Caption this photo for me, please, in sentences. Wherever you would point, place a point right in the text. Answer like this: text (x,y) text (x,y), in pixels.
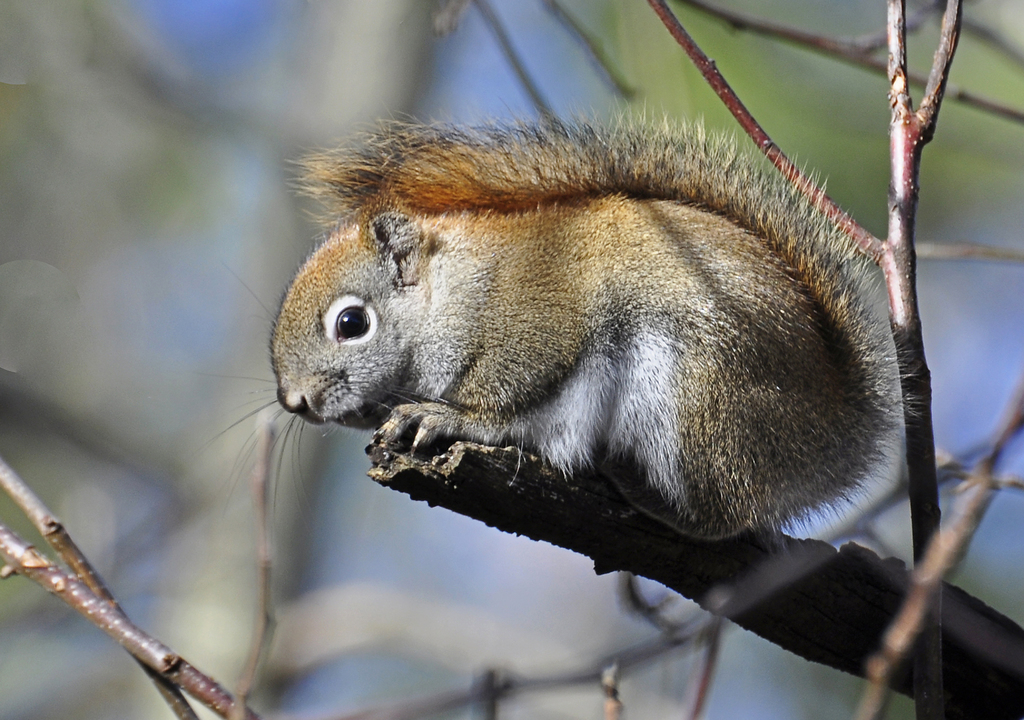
In this image there is a squirrel (776,480) on a branch (580,529), in the background (422,67) it is blurred.
